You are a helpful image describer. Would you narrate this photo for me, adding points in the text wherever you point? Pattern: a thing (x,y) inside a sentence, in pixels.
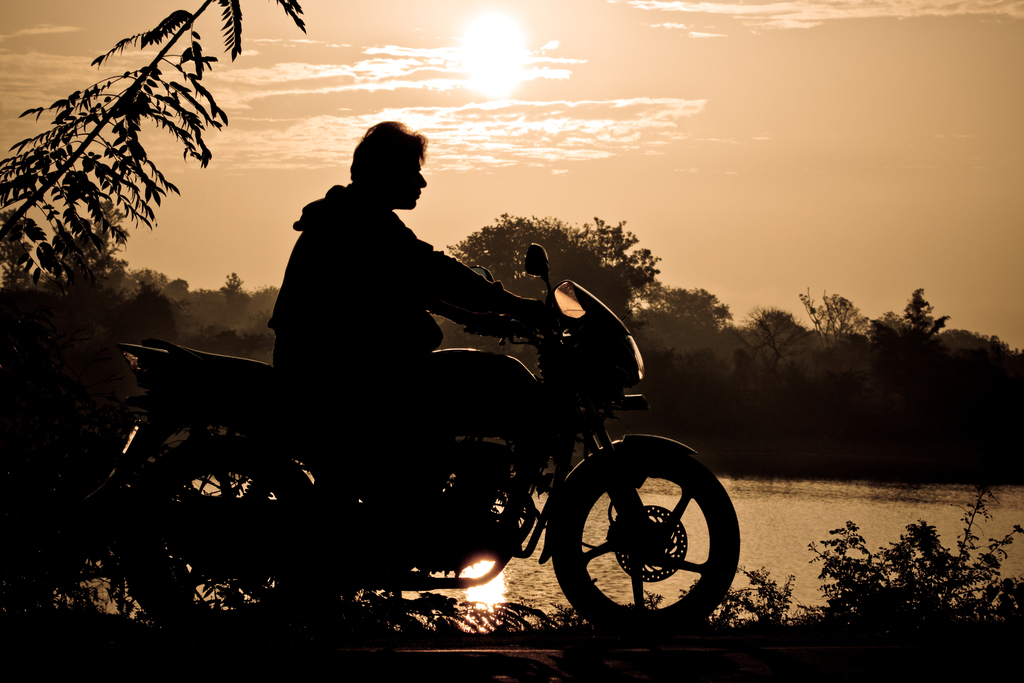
This picture is of outside. In the foreground (527,374) we can see a man (384,184) riding a motorcycle (569,429) on the ground (498,661). On the left (86,220) we can see a tree (199,42) and in the background (836,58) there is a sky (899,127), full of clouds (676,116), sun (486,49), trees (833,398) and a water body (778,515).
